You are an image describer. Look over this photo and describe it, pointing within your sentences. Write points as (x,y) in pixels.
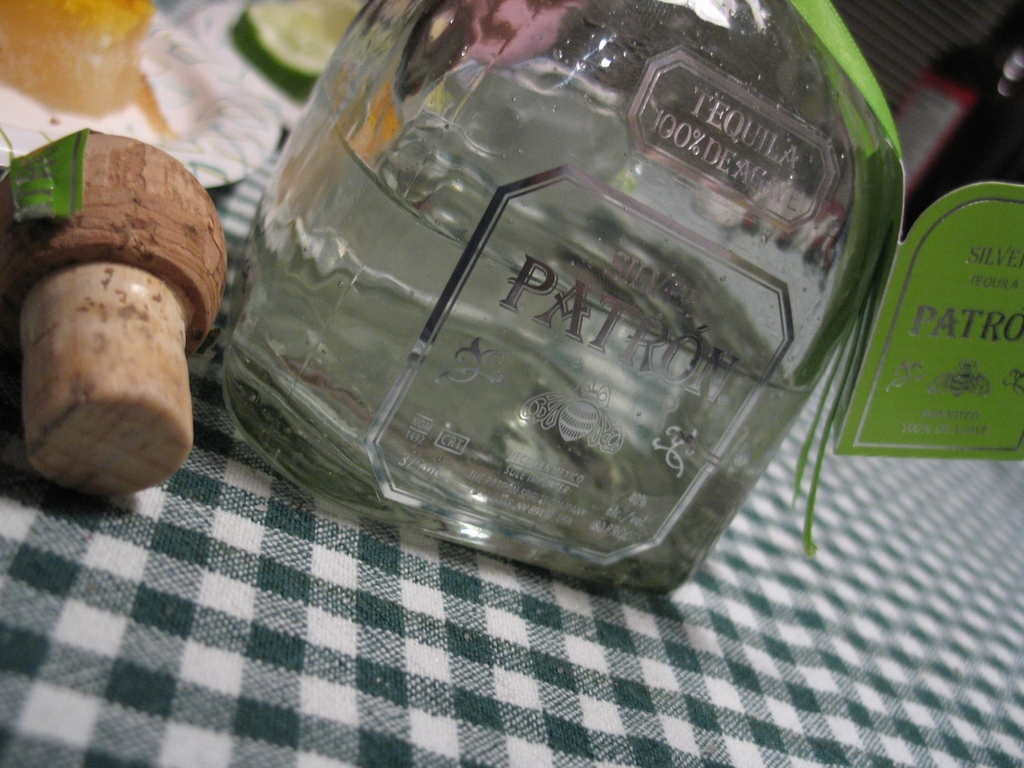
In this picture there is a bottle (583,373). There is a plate (220,97), lime (281,69) and a cloth (395,623) on the table (318,554).
